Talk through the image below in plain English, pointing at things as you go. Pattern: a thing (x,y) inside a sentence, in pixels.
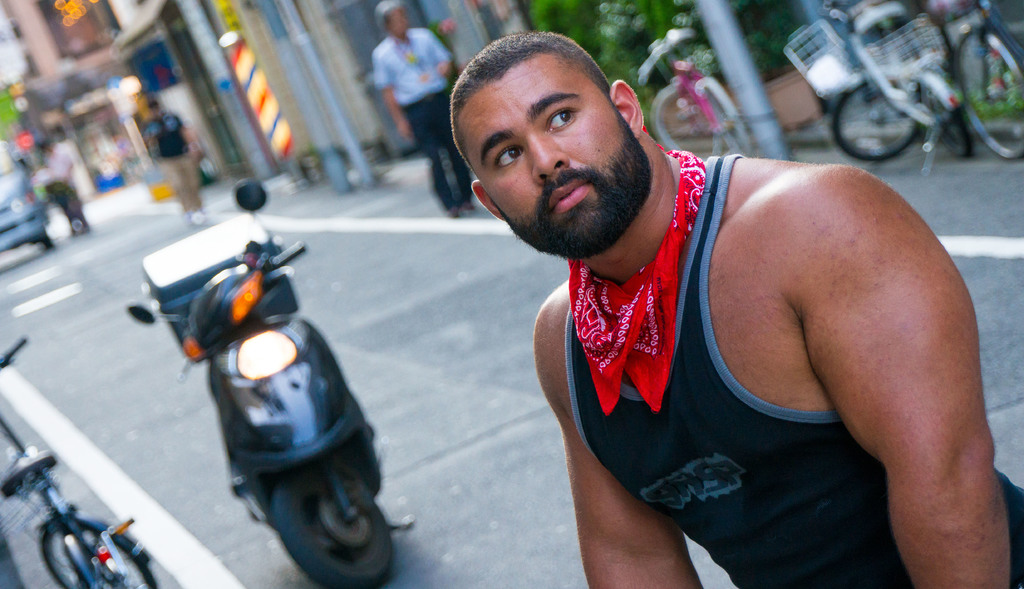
In the image in the center (583,282) we can see one person (811,390) standing and we can see few vehicles (176,287) on the road (169,397). And we can see few people (411,97) were walking on the road (194,406). In the background (180,48) we can see buildings (104,72), lights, plants (598,35), poles (214,41), cycles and few other objects (229,33).
